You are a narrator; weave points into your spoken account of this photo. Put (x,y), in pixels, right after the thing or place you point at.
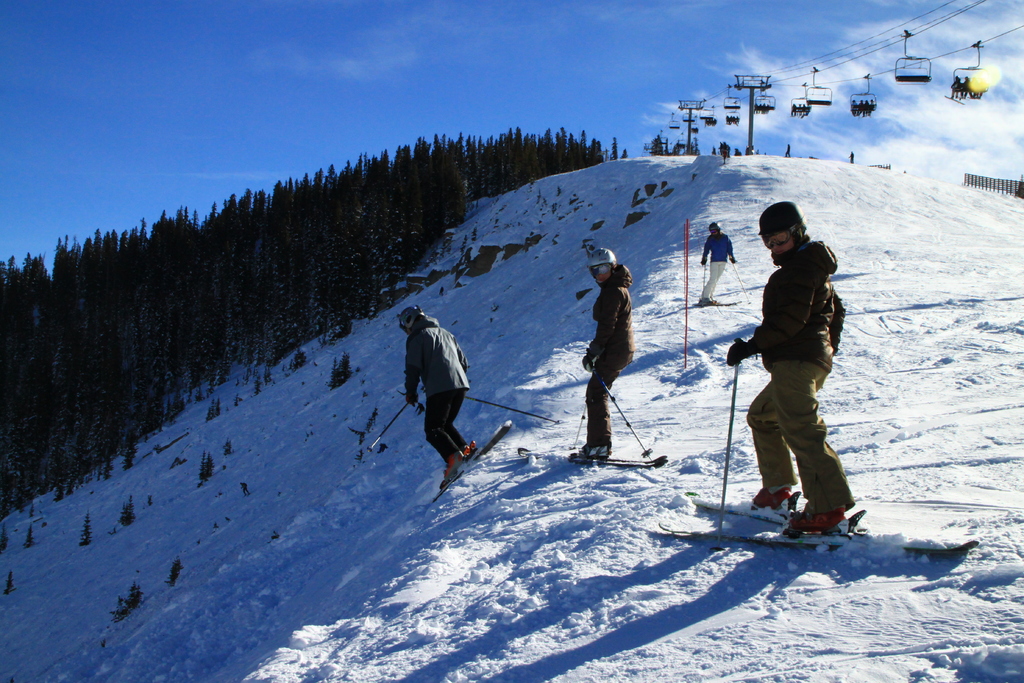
In this image we can see some people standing on the skis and holding ski sticks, ropeways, trees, at the top (337,18) we can see the sky (368,73).
